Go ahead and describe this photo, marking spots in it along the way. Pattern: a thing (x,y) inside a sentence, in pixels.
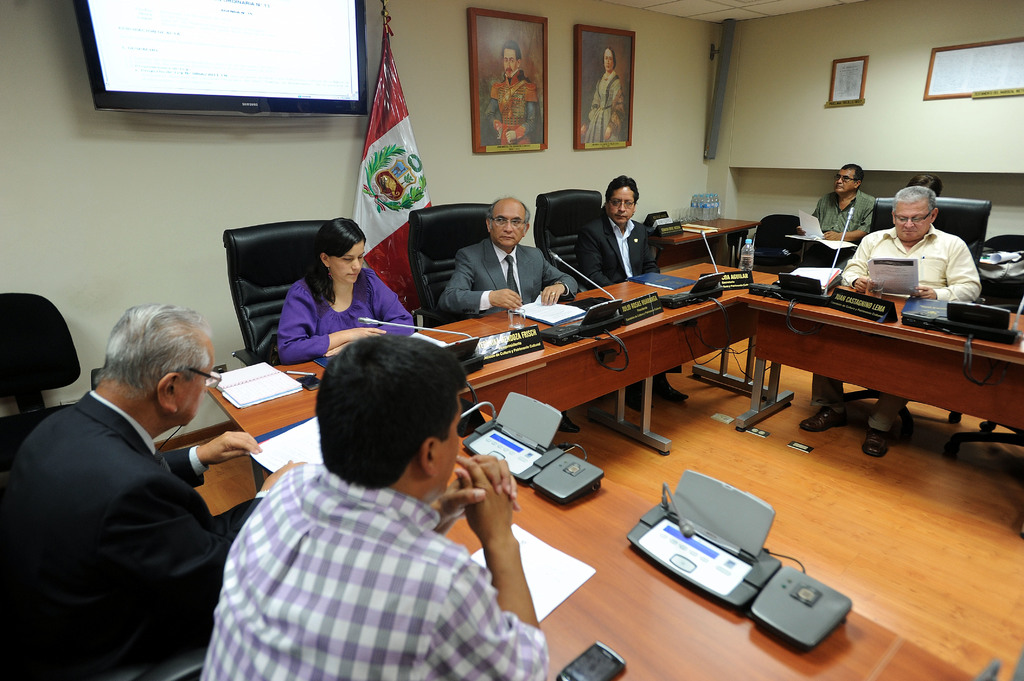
There are few persons (415,355) sitting on the chairs (1009,287). This is a table (773,358). On the table (625,617) there are papers (272,442), boards (519,343), bottles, and mike's (707,297). This is floor (858,498) and there are two persons (936,254) holding papers (901,263) with their hands (861,290). In the background (58,146) we can see a screen (181,106), flag (395,211), frames (972,80), and wall (173,187).
